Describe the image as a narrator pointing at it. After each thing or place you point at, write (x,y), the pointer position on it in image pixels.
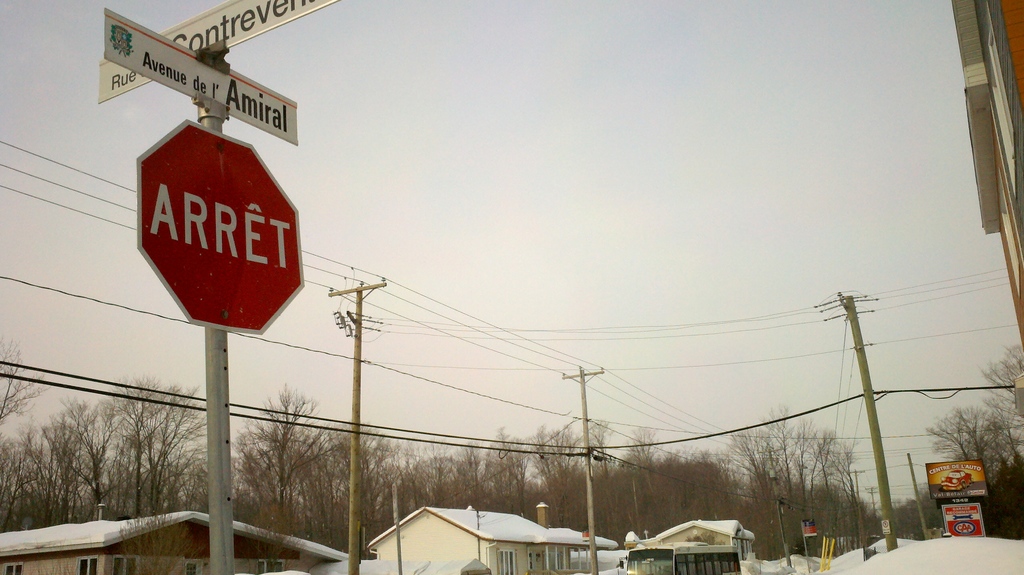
In this picture we can observe a red color board (206,236) fixed to the pole (217,379) and there are two white color boards (193,57). We can observe some service poles (585,411) and some wires (545,368). There are some houses (326,553) on which we can observe snow (557,533). In the background (638,477) there are trees (686,477) and a sky (577,249).
